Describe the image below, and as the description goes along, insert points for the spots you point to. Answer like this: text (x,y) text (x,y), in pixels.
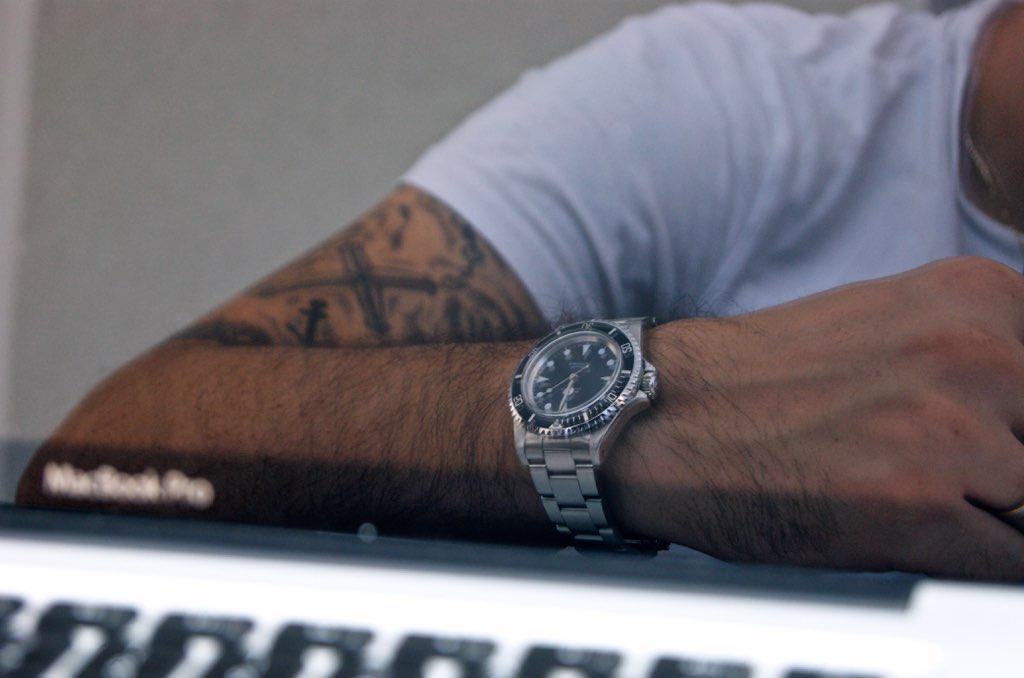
In this image I can see the person (663,135) wearing the white color t-shirt (688,155) and the watch (583,450). I can see the person (423,344) is having the tattoo (311,314) to the right hand (260,317). In-front of the person (235,336) there is a white and black color object (387,615). In the background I can see the wall (296,202).
